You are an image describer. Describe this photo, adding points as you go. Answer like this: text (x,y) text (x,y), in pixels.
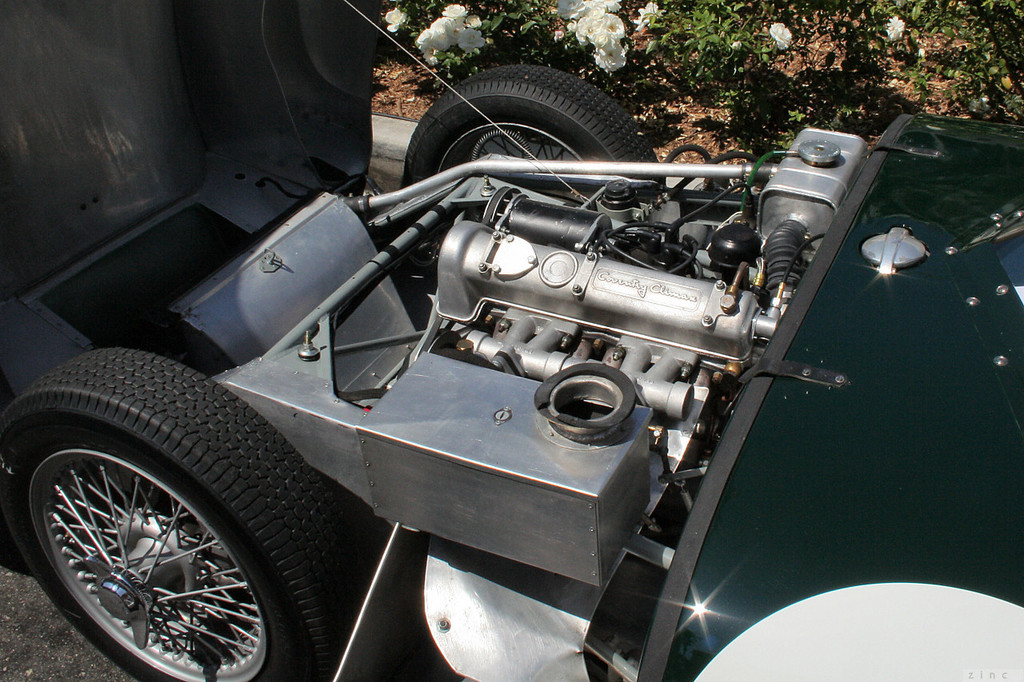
In this image, we can see the vehicle (300,424), wheels (215,466), engine (598,332), pipes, wires (613,250) and some objects (307,304). In the bottom left corner (62,660), there is a path (49,648). At the top of the image (741,100), we can see the flower plants (939,15).
